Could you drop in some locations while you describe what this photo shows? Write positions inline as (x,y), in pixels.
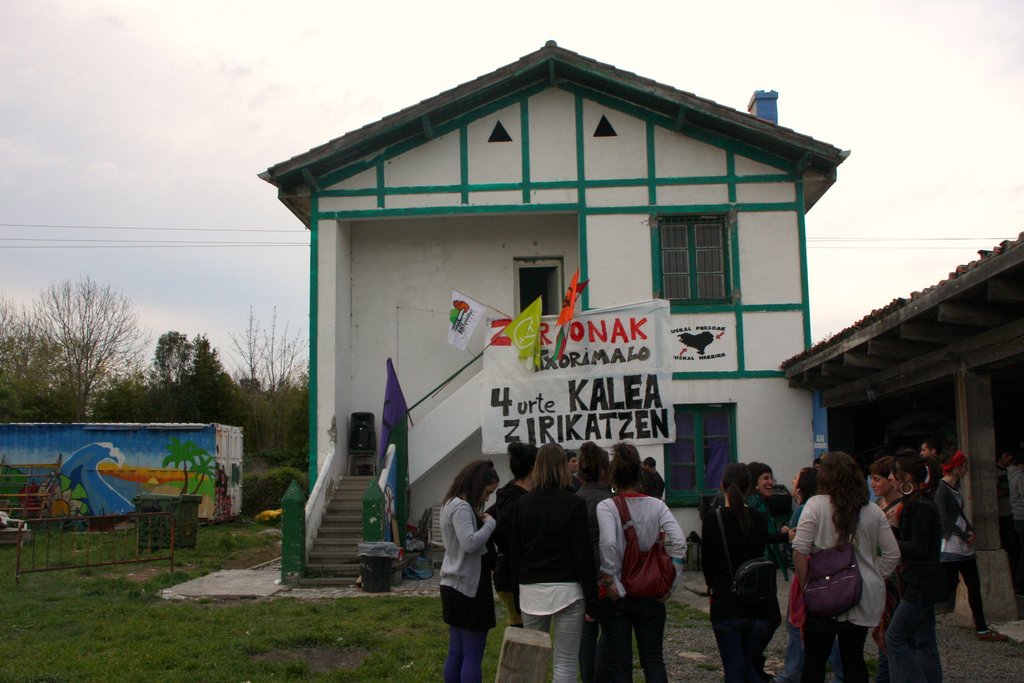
In this picture I can see number of people (619,538) in front (530,538) who are standing and on the left side of them I can see the grass (293,603). In the middle of this picture (409,346) I see few buildings (996,306) and I can see few flags (526,356) and a cloth (545,363) on a building (525,300) which is on the center of this picture (653,358) and I see something is written on the cloth (578,373). In the background (270,442) I can see number of trees (68,308), wires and the sky (908,22) and I can see a container (137,465) on which there is an art (75,476).
